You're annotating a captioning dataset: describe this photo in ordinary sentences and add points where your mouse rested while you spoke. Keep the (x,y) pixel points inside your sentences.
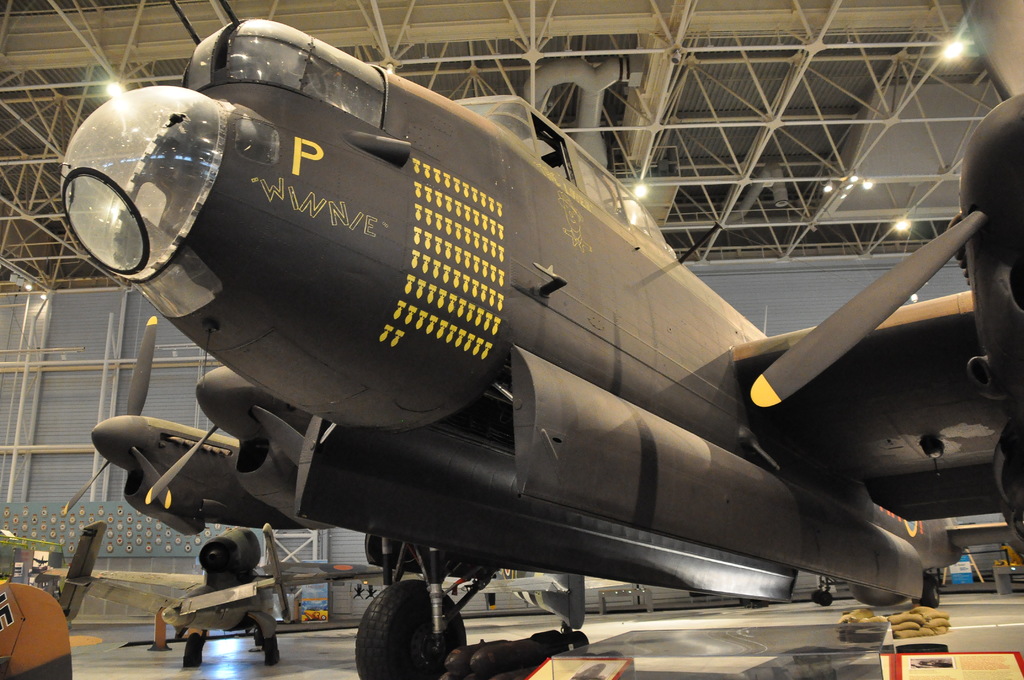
We can see airplanes (469,528) on the surface (489,634). In the background (60,366) we can see lights (959,50) and rods (23,382).
